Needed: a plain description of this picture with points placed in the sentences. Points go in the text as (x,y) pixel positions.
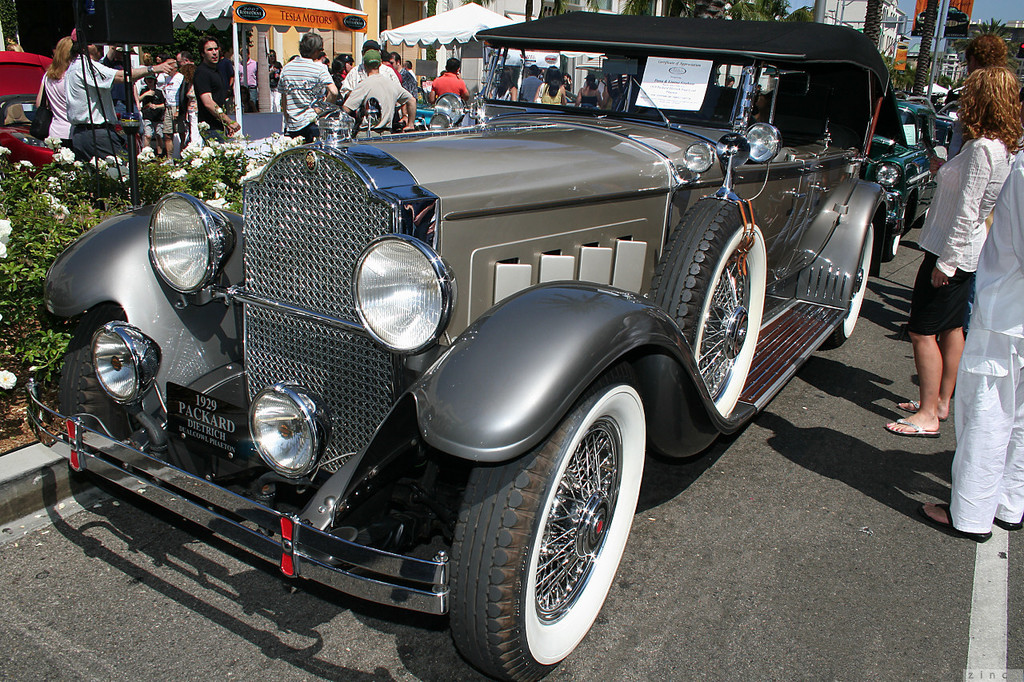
In this picture we can see a vehicle (873,104) on the path (883,391). We can see few people (960,184) are standing on the path (865,392). There are some flowers (198,164) and plants (213,160) on the path (46,465). We can see few stalls (254,28), trees (998,29), buildings (459,1) and some boards (956,35) on the pole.
